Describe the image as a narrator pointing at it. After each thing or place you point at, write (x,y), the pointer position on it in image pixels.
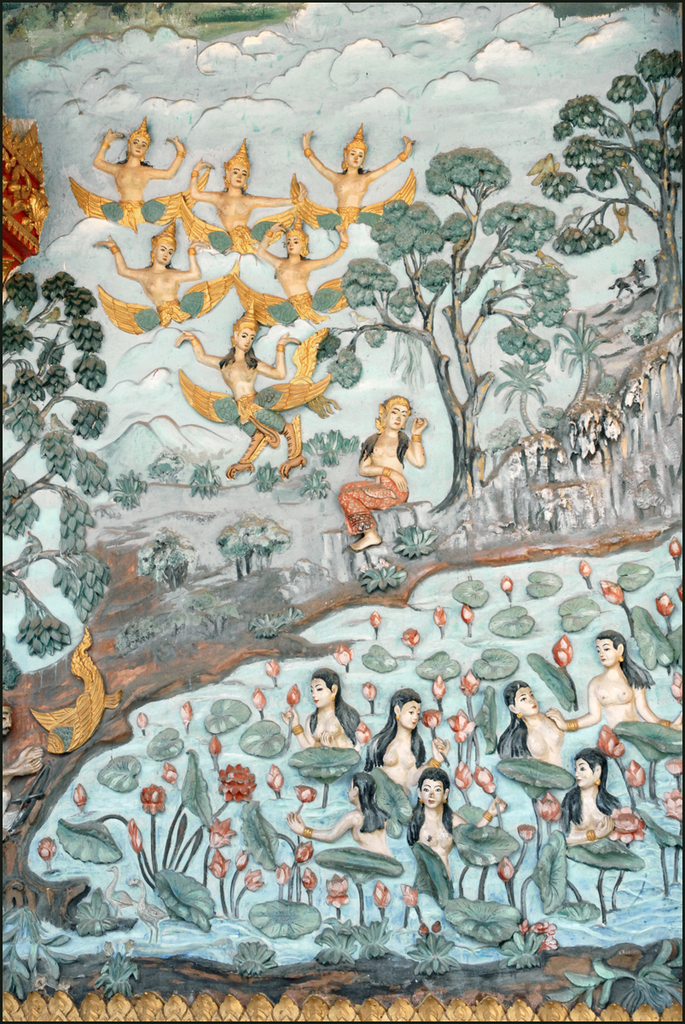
In this picture there is a drawing poster (265,571) of the women's (429,783) in the water (369,887). Behind there are some trees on the hill (174,623). On the top (307,285) we can see a group of women (297,339) wearing a golden crown (247,325) and dress (257,404) standing in the sky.
